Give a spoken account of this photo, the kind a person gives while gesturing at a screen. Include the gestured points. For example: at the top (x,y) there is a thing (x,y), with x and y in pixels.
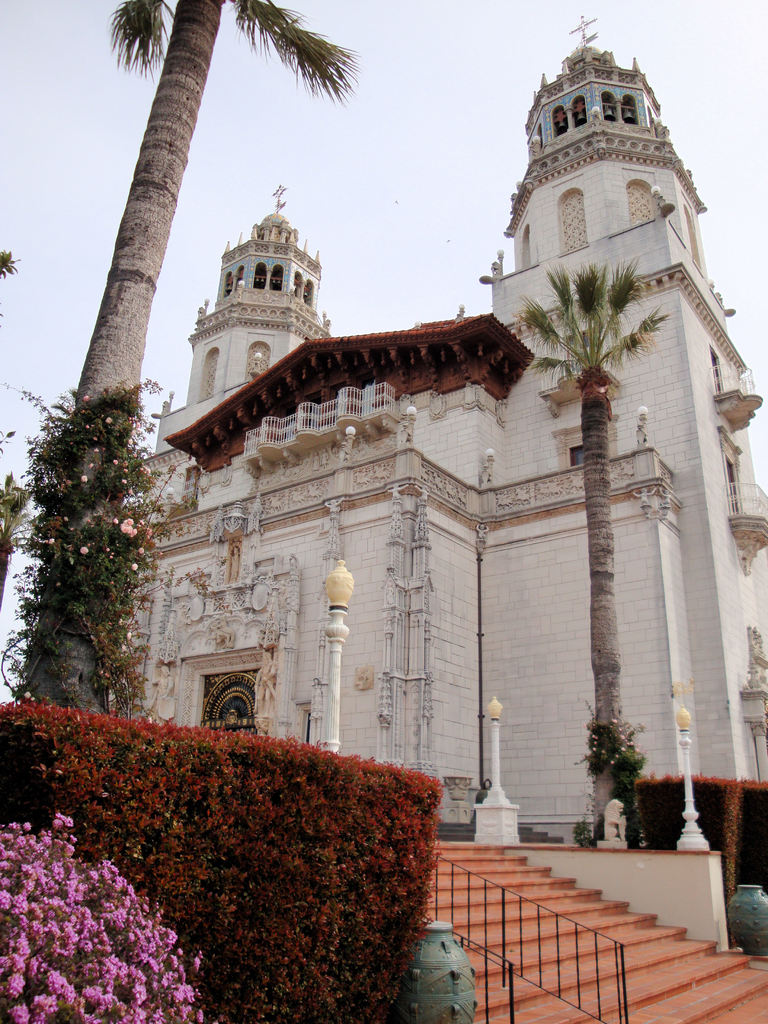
In this image I can see few flowers (96,941) in pink and maroon color, in front I can see a building (433,614) in white color, light poles (680,739), stairs (679,1013) and the sky (415,188) is in white color.
